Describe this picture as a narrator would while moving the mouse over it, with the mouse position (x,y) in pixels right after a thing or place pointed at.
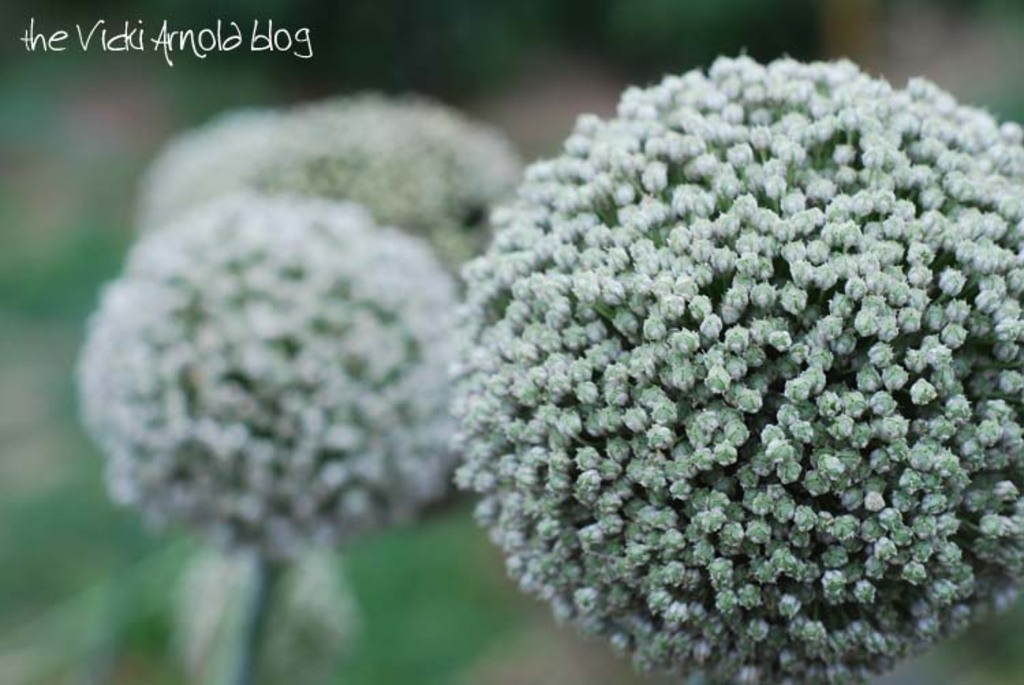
In the image we can see some flowers (996,464). Background of the image (988,2) is blur.
